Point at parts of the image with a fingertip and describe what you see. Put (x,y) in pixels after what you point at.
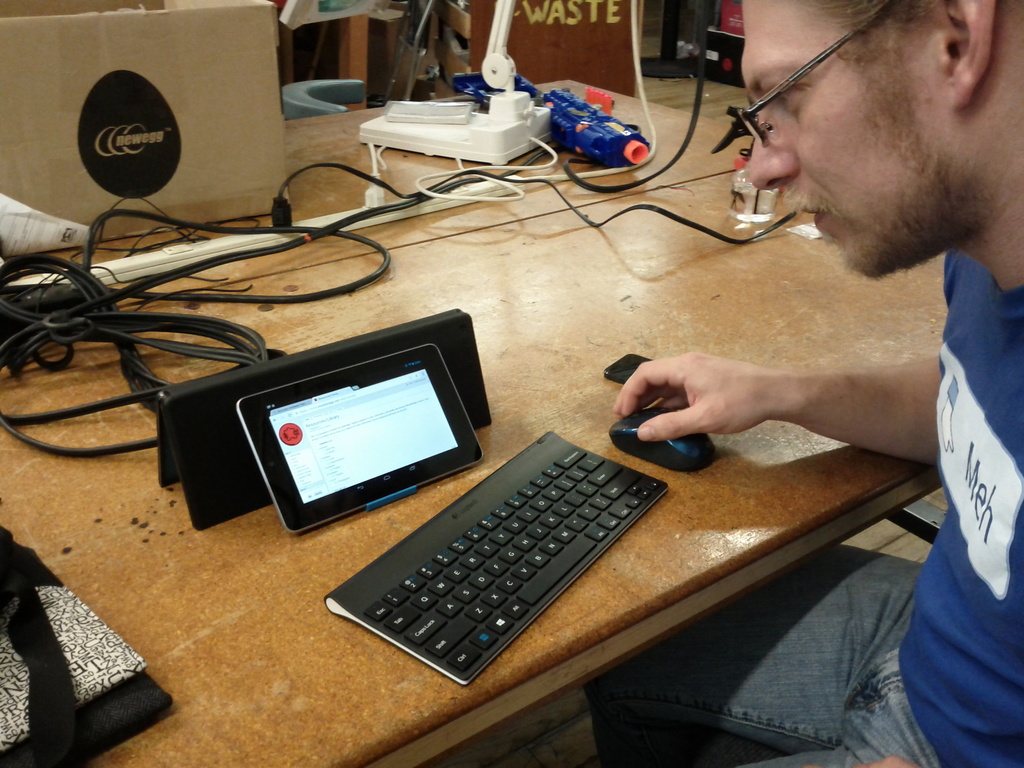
In the middle of the image (676,333) there is a table (618,311), On the table (531,337) there is a tab (314,426), keyboard (562,532) and mouse (618,430). Bottom right side of the image (760,601) there is a man (975,719) sitting on a chair (726,751). Top left side of the image (88,234) there are some wires (377,171) on the table (596,269).
